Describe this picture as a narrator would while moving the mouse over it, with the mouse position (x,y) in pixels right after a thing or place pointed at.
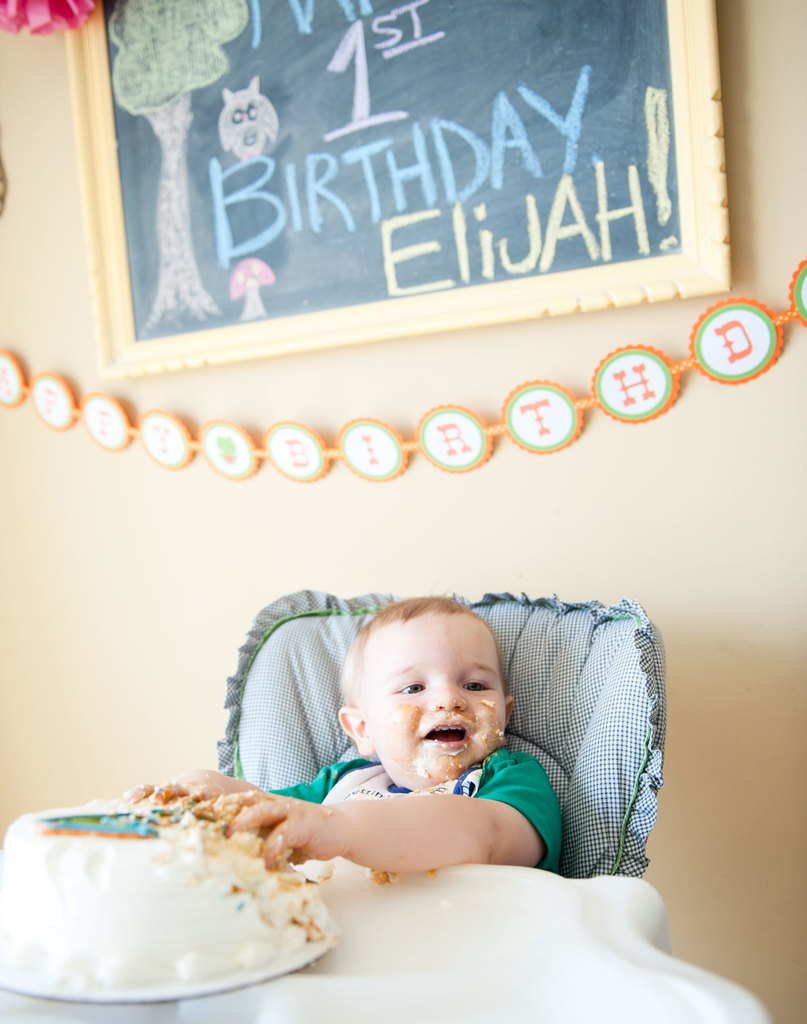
In this image I can see the person (423,775) sitting. In front of the person (241,826) I can see the cake (225,917) and the cake (113,916) is on the white color surface (457,948). In the background (363,209) I can see the frame (354,229) attached to the wall (708,475) and the wall (628,496) is in cream color.
